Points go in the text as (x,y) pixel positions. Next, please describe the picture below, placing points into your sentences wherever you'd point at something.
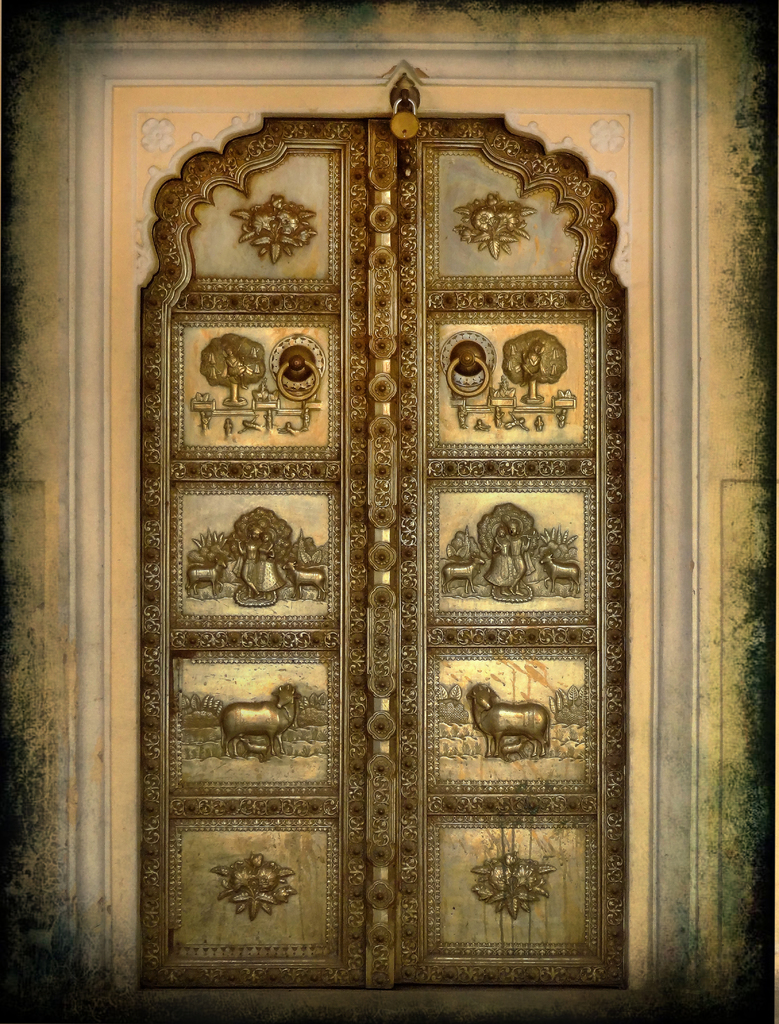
In the image we can see a door (552,472), on the door (331,390) there are some pictures (537,410).
